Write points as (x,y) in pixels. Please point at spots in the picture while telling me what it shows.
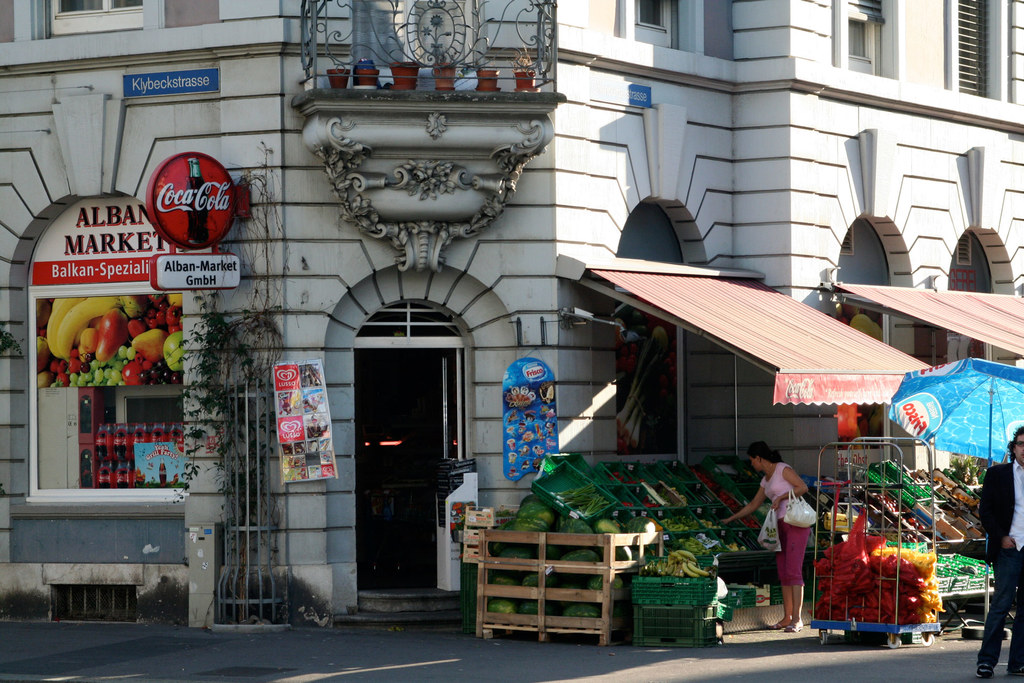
In this picture we can see few people (785,469) and a building (516,215), in front of the building (516,244) we can find fruits (703,548) and other things (910,475) in the trays (912,492), and also we can see an umbrella (903,419), on the left side of the image (195,205) we can see hoardings (161,266) and plants (237,351), on top of the image (530,81) we can find few flower pots (341,81).
